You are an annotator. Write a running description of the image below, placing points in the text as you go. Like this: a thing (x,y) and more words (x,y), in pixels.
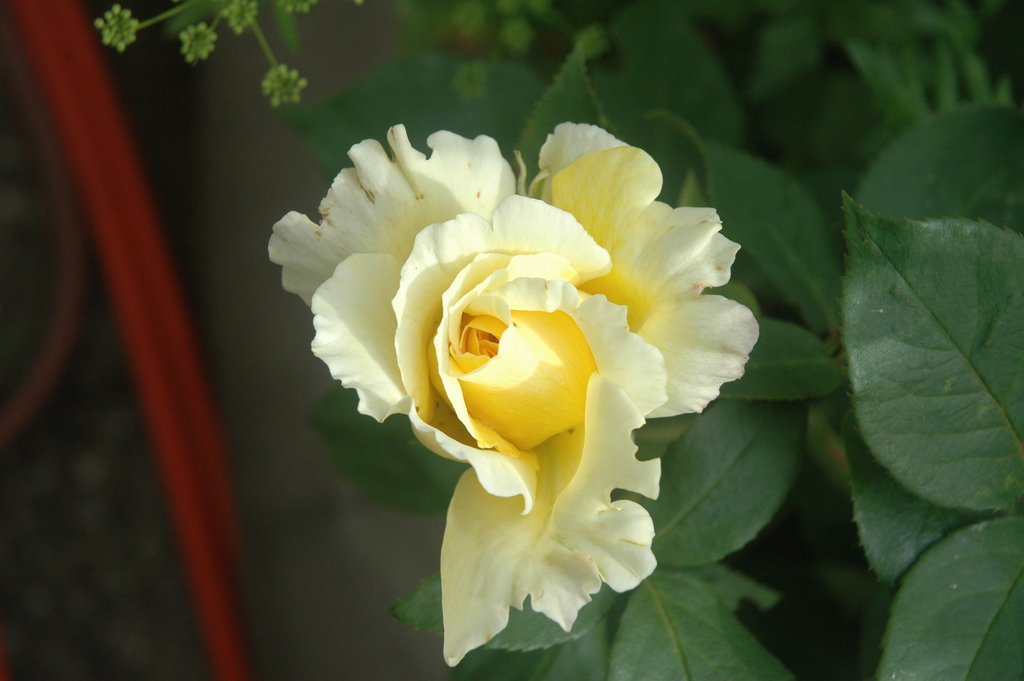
In this picture we can see a flower (569,337) and leaves (907,203) here, we can see petals (565,296) of the flower (381,358).
